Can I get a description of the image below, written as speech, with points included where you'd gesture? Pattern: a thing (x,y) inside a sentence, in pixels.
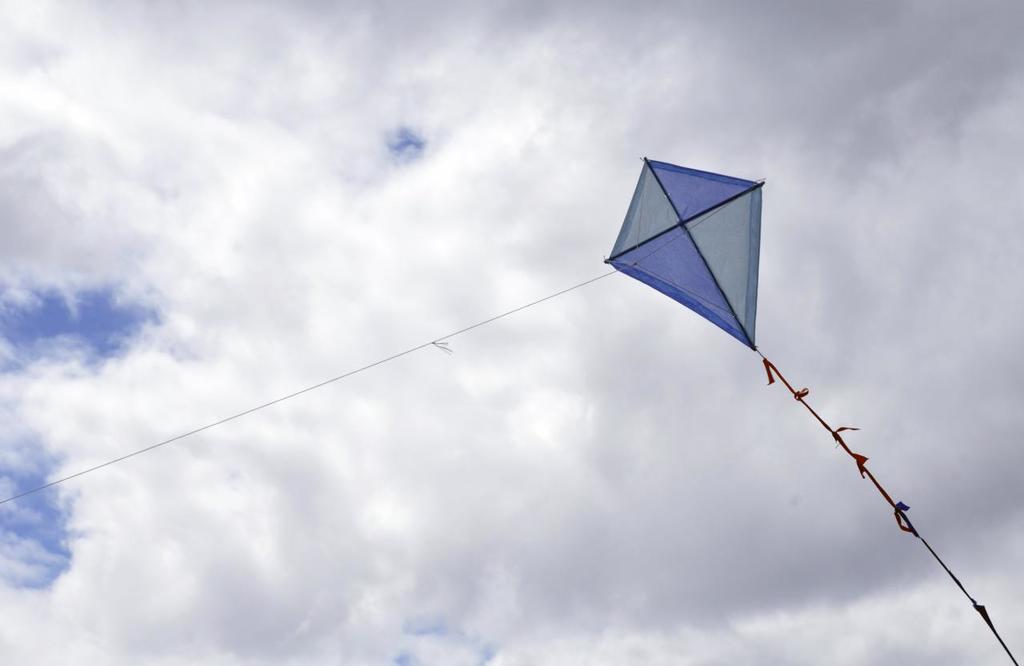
In this image on the right side (738,298) there is one kite (747,307) flying and there is a thread (106,466), at the top (694,109) there is sky (703,107).
